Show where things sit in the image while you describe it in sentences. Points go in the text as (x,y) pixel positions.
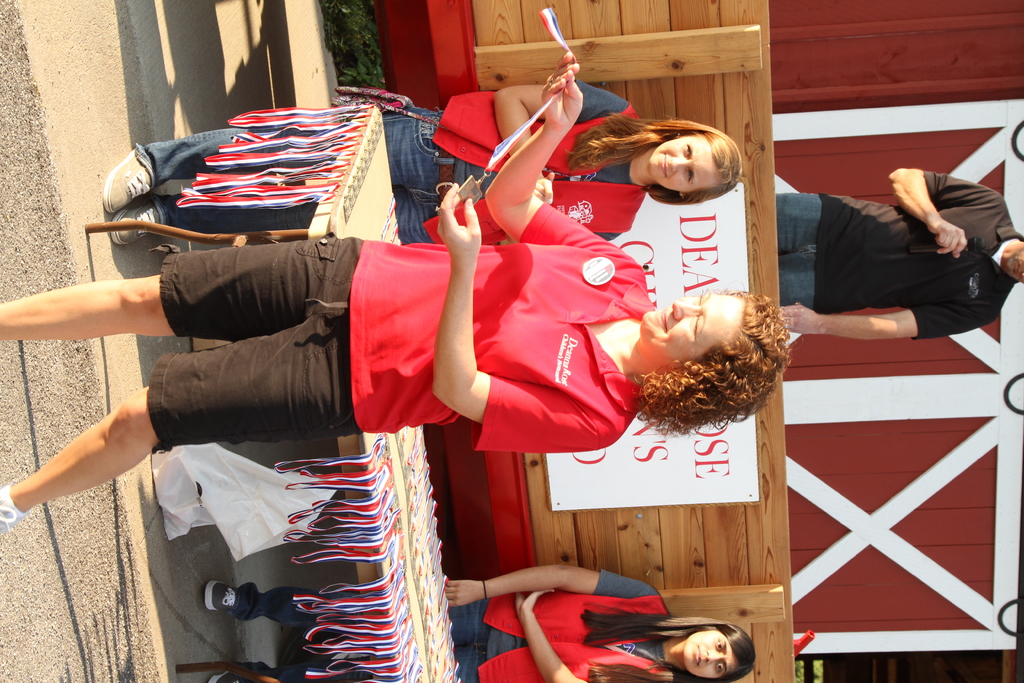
In this picture I can see a woman (528,139) standing and holding a medal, there are so many medals (321,147) arranged in an order on the table (440,641), there are three persons (598,597) standing, a person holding a mike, there is a board (627,506) on the wooden fence (637,23).
